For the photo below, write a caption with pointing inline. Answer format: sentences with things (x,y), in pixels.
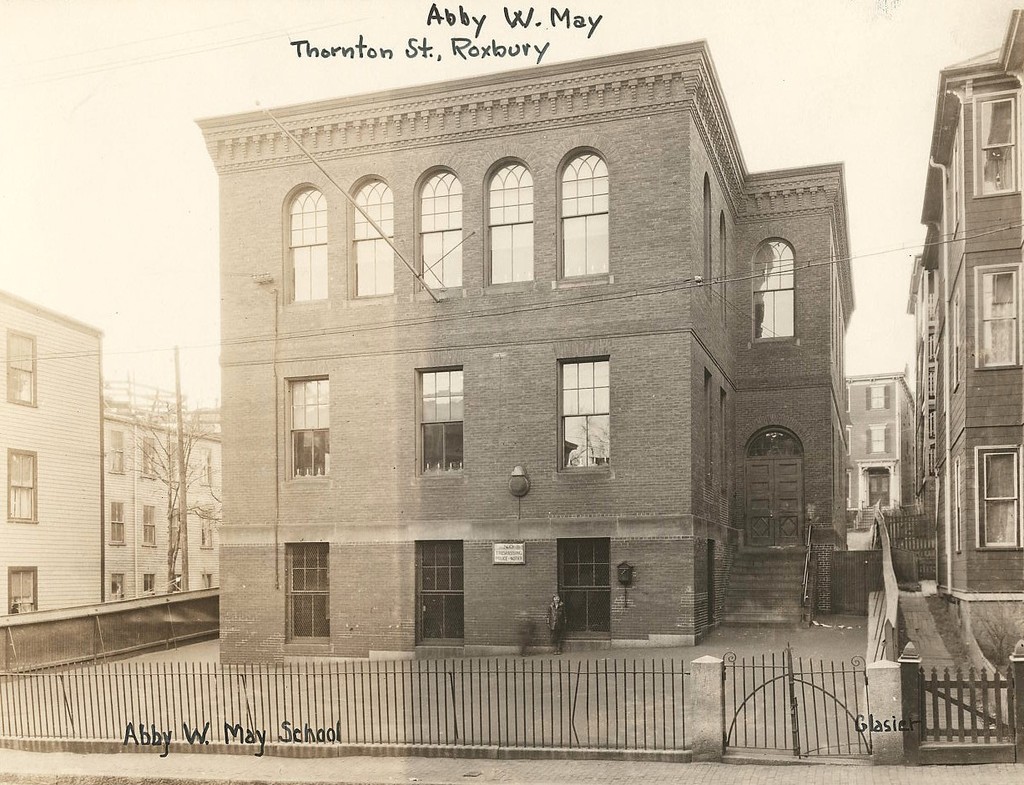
This is the black and white image where we can see the fence (525,714), gate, buildings (489,558), trees (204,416) and the sky (213,394) in the background (246,93). Here we can see some text (132,743) at the top (562,30) and bottom of the image (249,735).
